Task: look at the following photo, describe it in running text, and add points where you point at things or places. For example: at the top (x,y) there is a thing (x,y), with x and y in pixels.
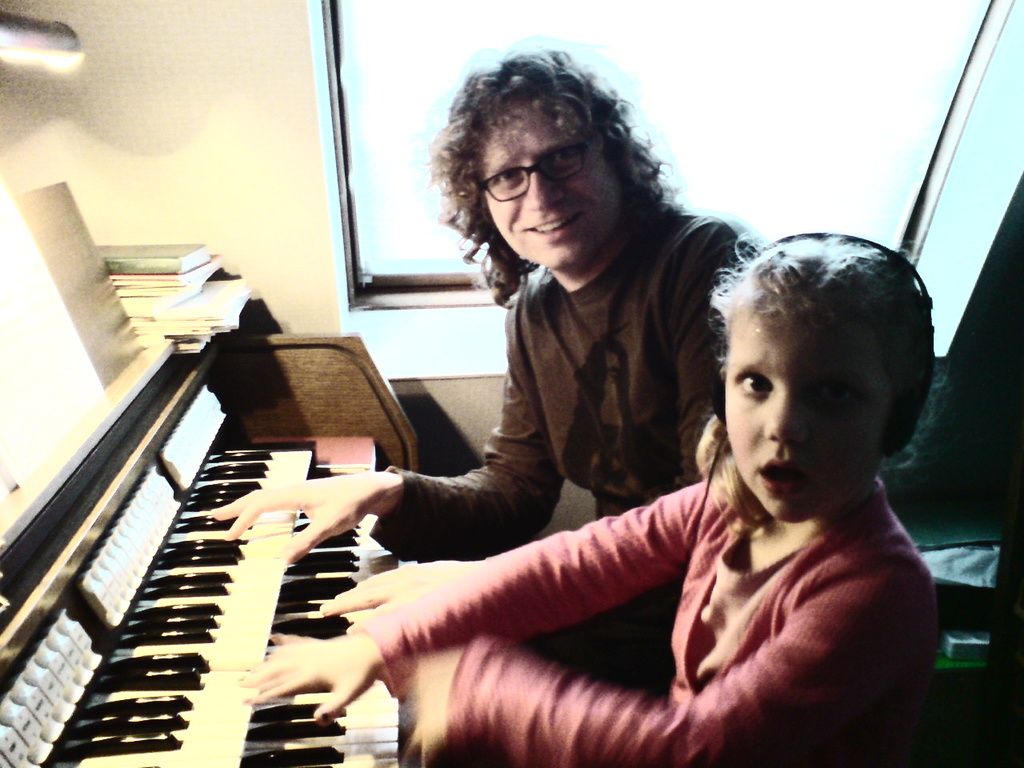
In this image I can see two people (736,546) are giving pose to the picture and both are playing the piano (320,551). In the background (241,119) there is a window (607,28) and a wall (123,108). Beside this piano (208,418) there are few books (136,287). On the right side (751,584) the girl (779,583) is wearing pink color dress (805,609) and head set (919,398).
